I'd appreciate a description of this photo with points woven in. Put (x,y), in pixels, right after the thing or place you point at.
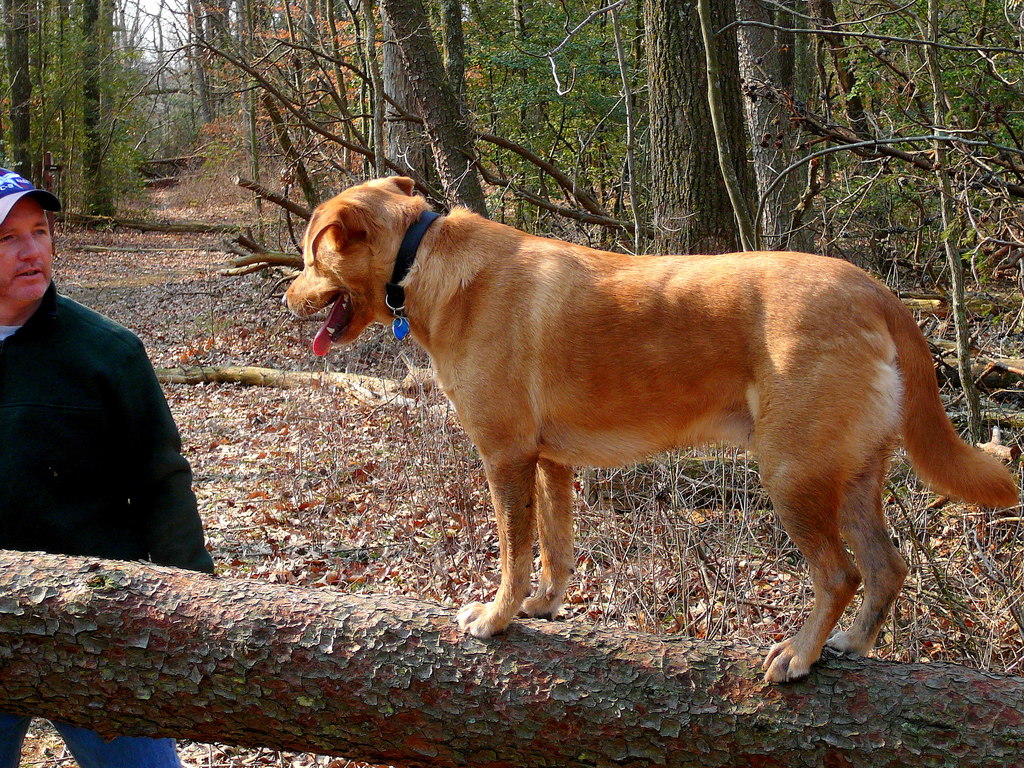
It is a dog (564,568) which is in brown color on the branch (443,660) of a tree (435,669). On the left side (0,255) a man (160,404) is looking at this dog (561,585). He wore a cap (38,205).
